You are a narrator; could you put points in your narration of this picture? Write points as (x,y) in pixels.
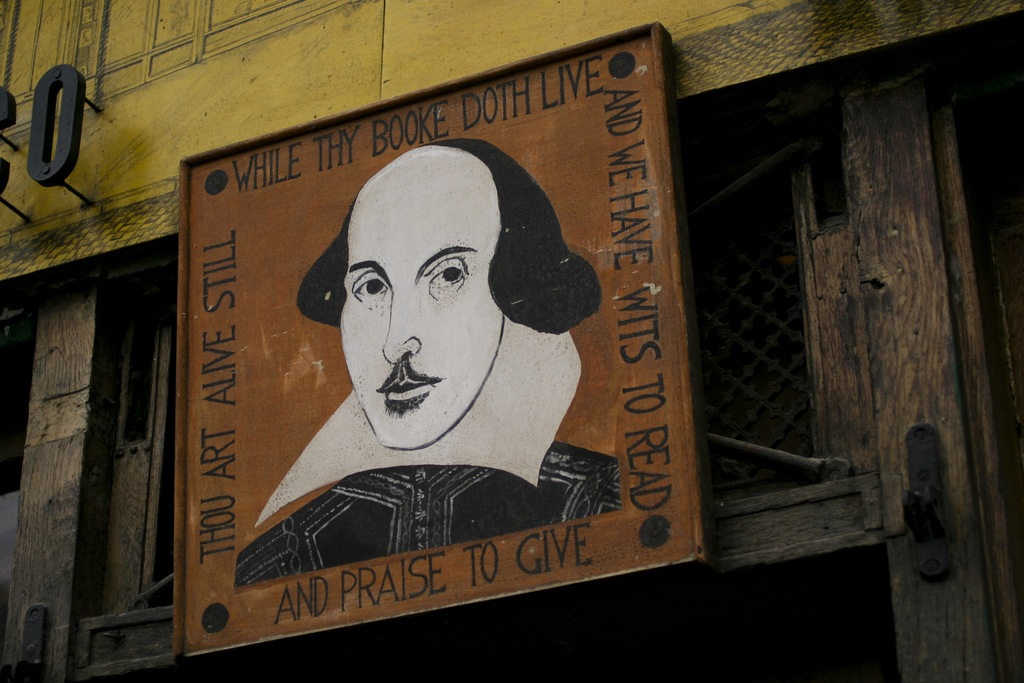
This is a wooden board (585,341) with a picture (441,361) of man (371,508) and letters (312,163) on it, which is attached to the door (735,398). I think this is a wooden door (104,274). On the left side of the image (81,85), I can see a letter (75,139), which is fixed to the door (133,139).
